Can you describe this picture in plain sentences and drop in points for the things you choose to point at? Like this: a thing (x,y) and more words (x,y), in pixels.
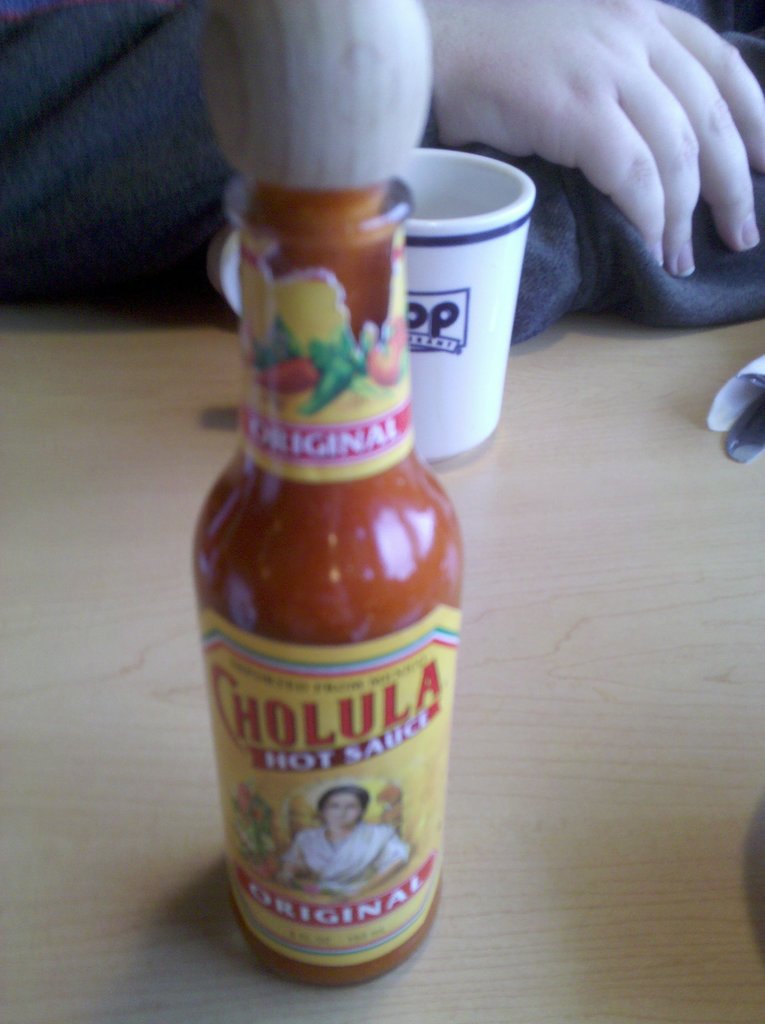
In this image we can see a bottle (364,319) and a cup (488,263) on the table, and here a person (519,142) is sitting.
